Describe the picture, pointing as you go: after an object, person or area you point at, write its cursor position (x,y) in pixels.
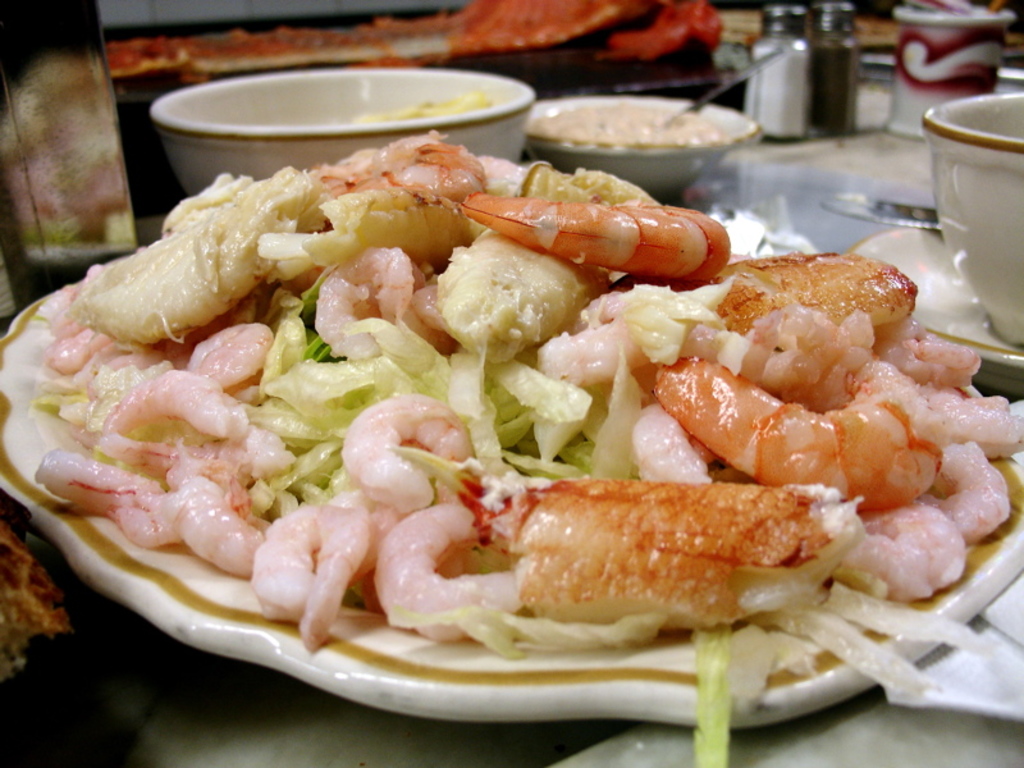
In this picture we can see a plate (557,689) in the front (564,679), there is some food (606,361) present in this plate (569,673), in the background (992,171) there are some bowls (494,119), a mug (955,68) and two bottles (815,69), we can see a spoon (703,98) in this bowl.
